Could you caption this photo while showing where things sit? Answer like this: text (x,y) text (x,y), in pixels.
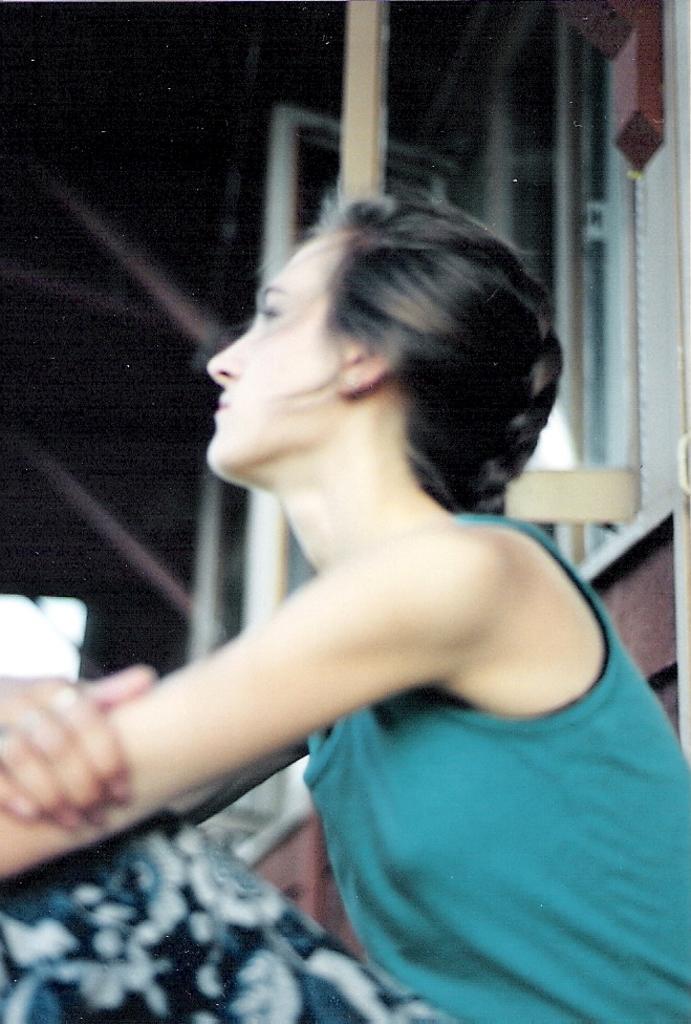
In the center of the image (315,570) we can see a woman (354,778) sitting. In the background (572,80) we can see the window (393,133). Roof (392,100) is also visible.
